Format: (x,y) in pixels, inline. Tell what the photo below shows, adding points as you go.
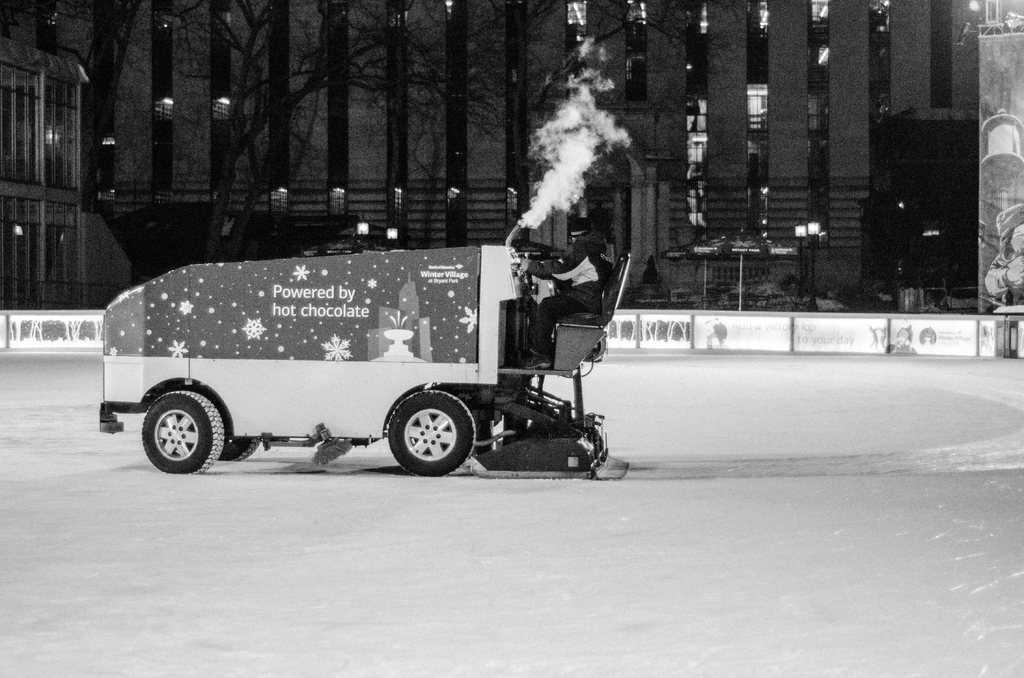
In this image we can see a person (565,311) is riding a vehicle (415,370) and some text (300,306) written on the vehicle (319,316). Behind the vehicle (334,277) buildings (839,119), trees (255,112), and poles (801,242) are there.
